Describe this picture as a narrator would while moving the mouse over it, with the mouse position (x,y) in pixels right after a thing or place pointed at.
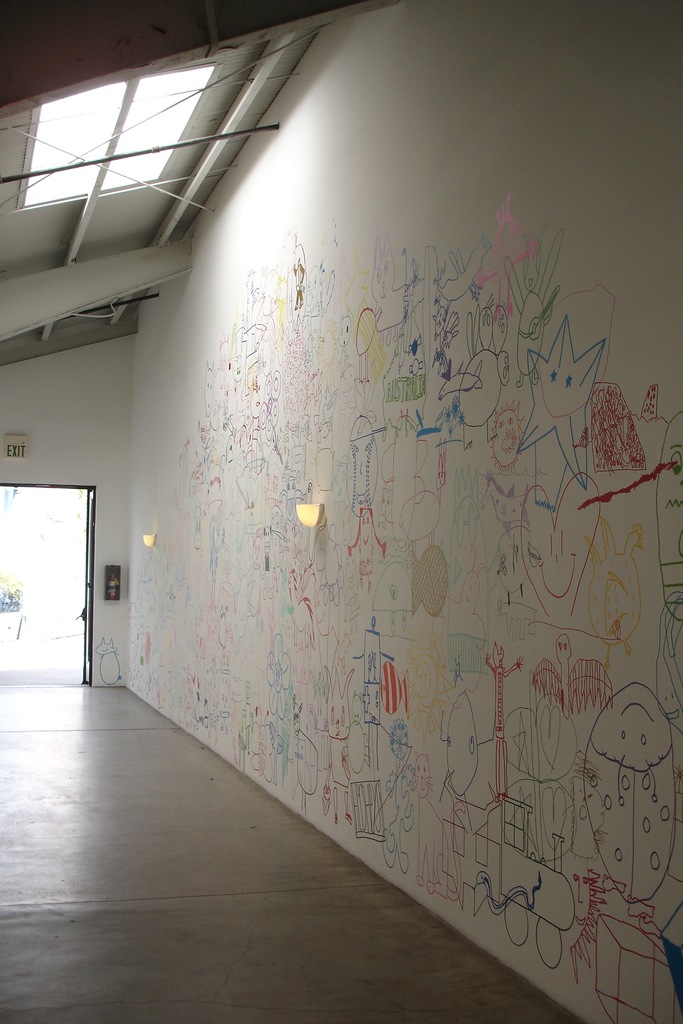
In this picture I can see there is a door (60,656) and a room (202,780) it has a wall (505,740) on right side (594,631), it has some drawings (427,633) on it with crayons (444,713) and onto the ceiling (199,51) there is a window (67,178) and there is a iron frame (42,173).
